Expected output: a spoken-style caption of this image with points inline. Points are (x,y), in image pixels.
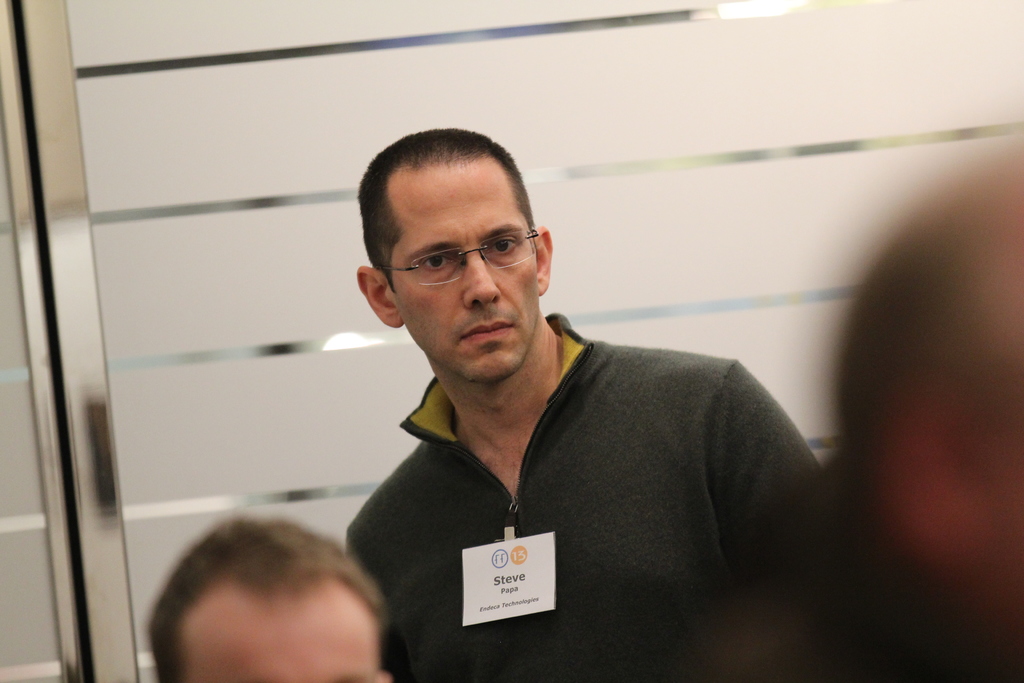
In this picture we can see a person (604,493) wearing a spectacle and standing. We can see the head (163,628) of a person (162,607). There are glass objects (201,409). Through these glass objects (367,322), we can see the lights (762,6).
